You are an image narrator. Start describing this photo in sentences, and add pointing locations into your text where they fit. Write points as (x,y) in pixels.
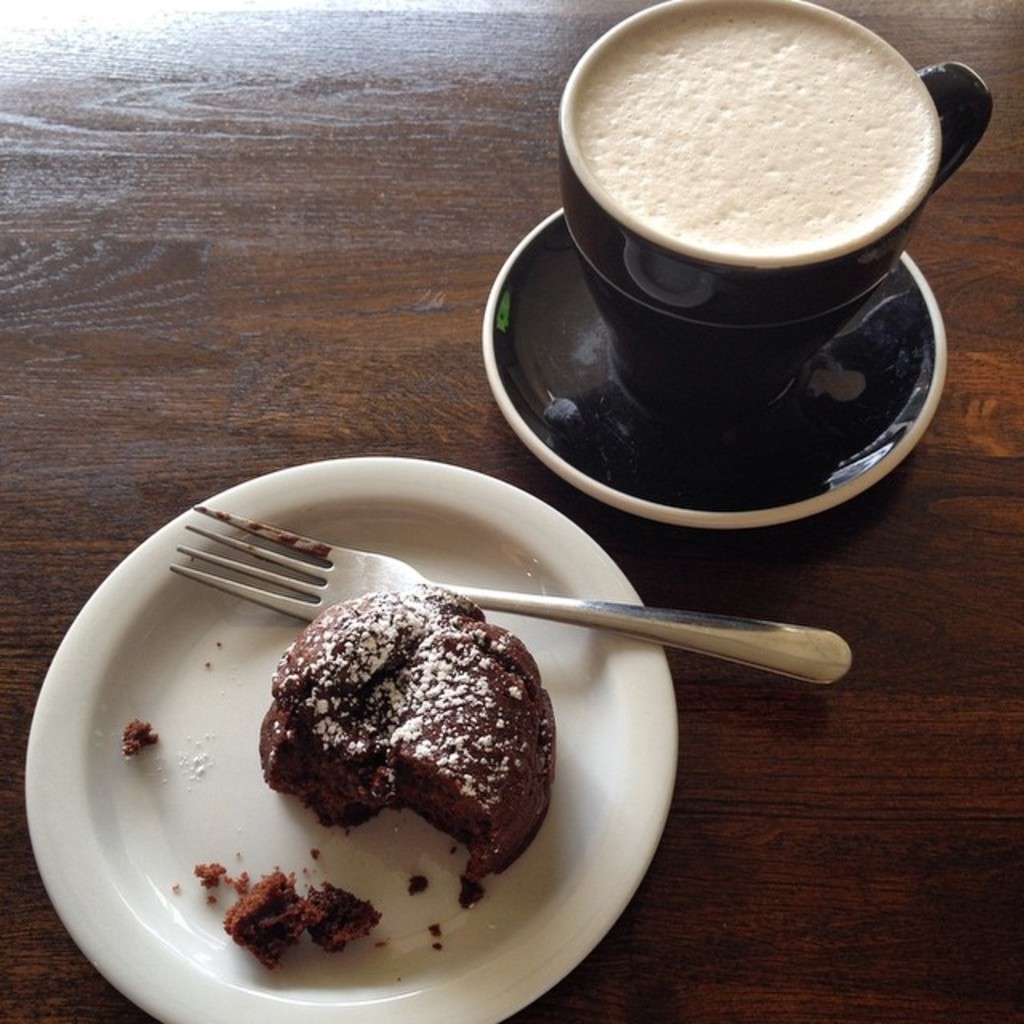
In this image on the wooden surface (340,389), we can see a plate (286,809) in which we can see a piece of cake (306,704) and fork (633,612) and beside that we can see a saucer (680,471) in which we can see a cup of tea (709,290).
